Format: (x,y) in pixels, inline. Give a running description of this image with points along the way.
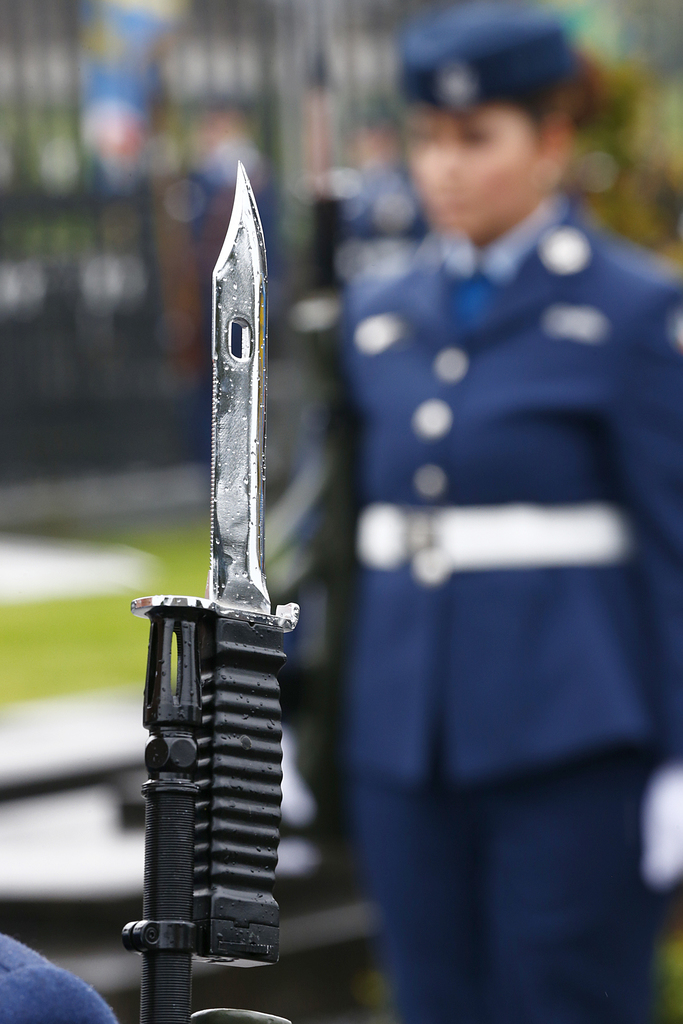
In the foreground (66,979) we can see knife (223,720) of a gun (164,997) and there is a blue color object (57,1005). The background (62,190) is blurred. In the background (428,288) we can see a soldier (428,288), railing (45,218) and greenery (185,558).
